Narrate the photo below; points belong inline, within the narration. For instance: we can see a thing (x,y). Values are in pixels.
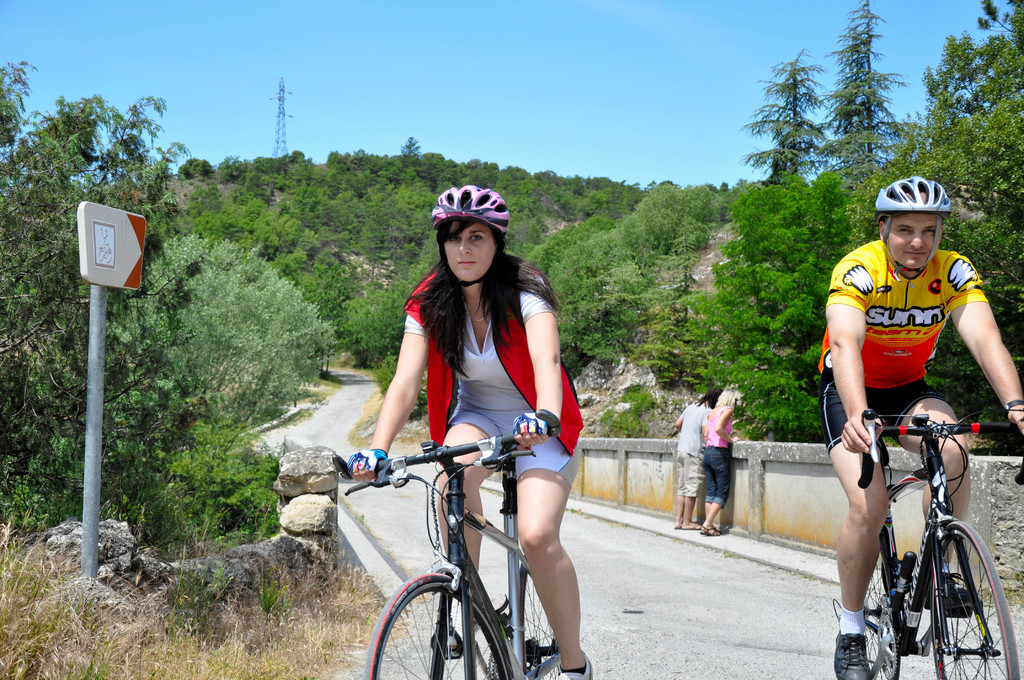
There is an outside view of a picture. There are two persons (455,364) wearing colorful clothes (504,339) and helmets (463,214). There is sign board (92,247) on the left side of the image (104,225). There is a hill (310,233) at the center of the image (535,238). There is a sky (294,56) at the top (327,111).
